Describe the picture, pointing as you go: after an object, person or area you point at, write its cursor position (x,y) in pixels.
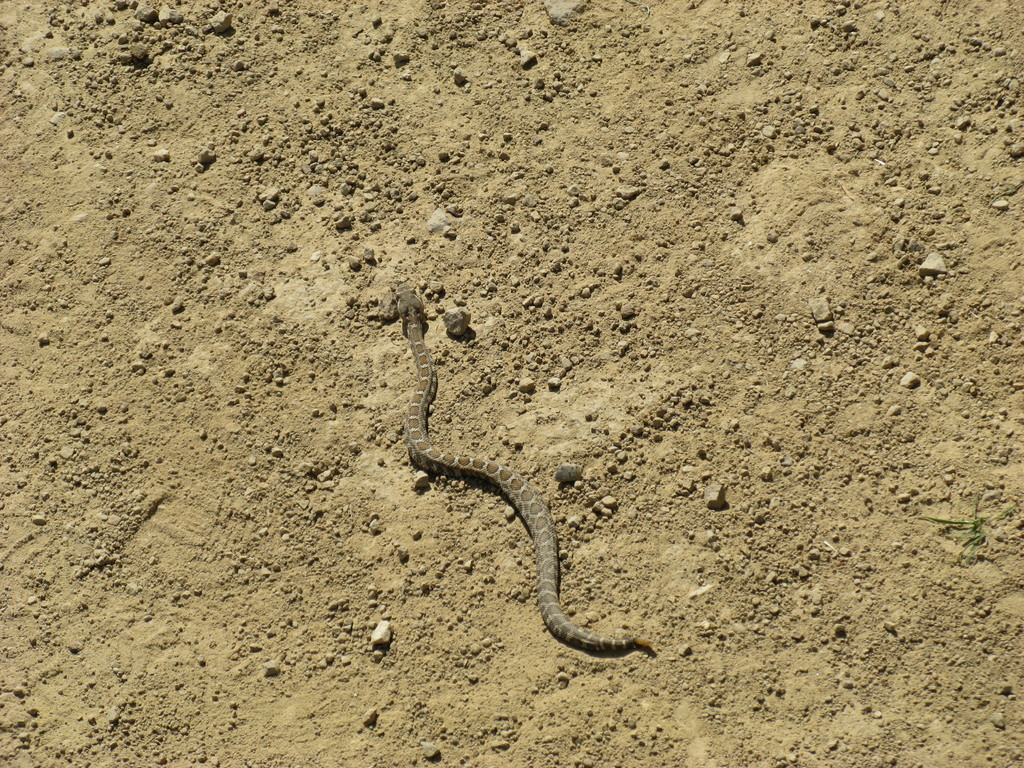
In this image there is a snake (429,387) crawling on the ground (380,431). There are stones (382,632) and mud (198,183) on the ground (182,125).
